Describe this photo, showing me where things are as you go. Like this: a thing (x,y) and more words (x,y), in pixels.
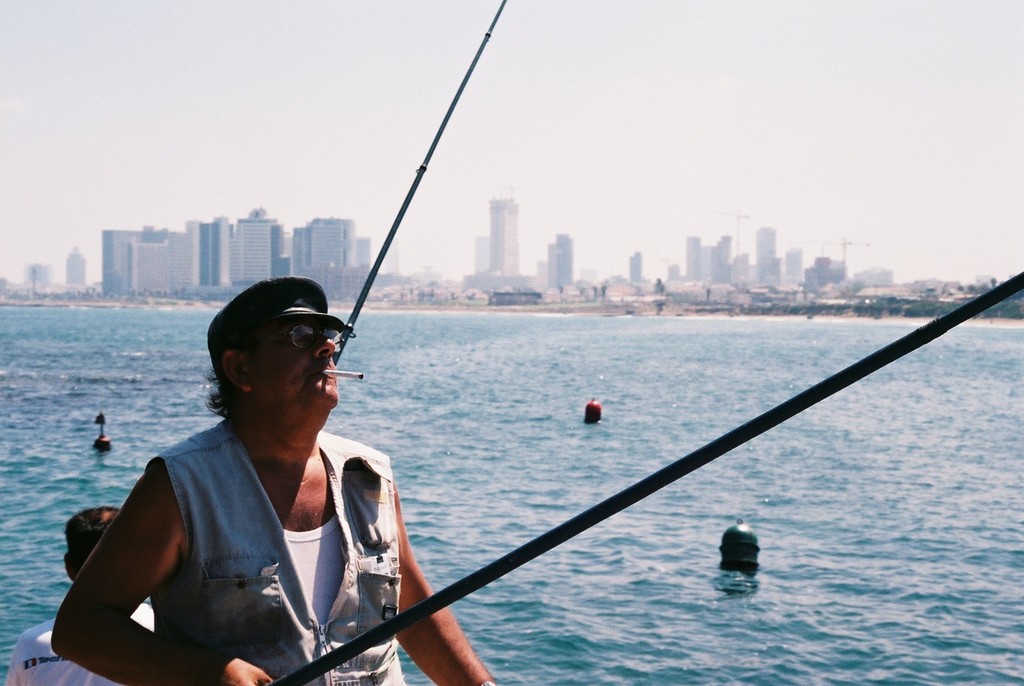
This picture is clicked outside the city. On the left (332,500) there is a person (268,392) holding a cigarette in his mouth (323,380) and holding a fishing rod (348,650) and standing. In the background (520,360) we can see a water body (687,616) and there are some items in the water body (109,430) and we can see the sky (879,202), buildings (730,267) and some other objects (60,298).
